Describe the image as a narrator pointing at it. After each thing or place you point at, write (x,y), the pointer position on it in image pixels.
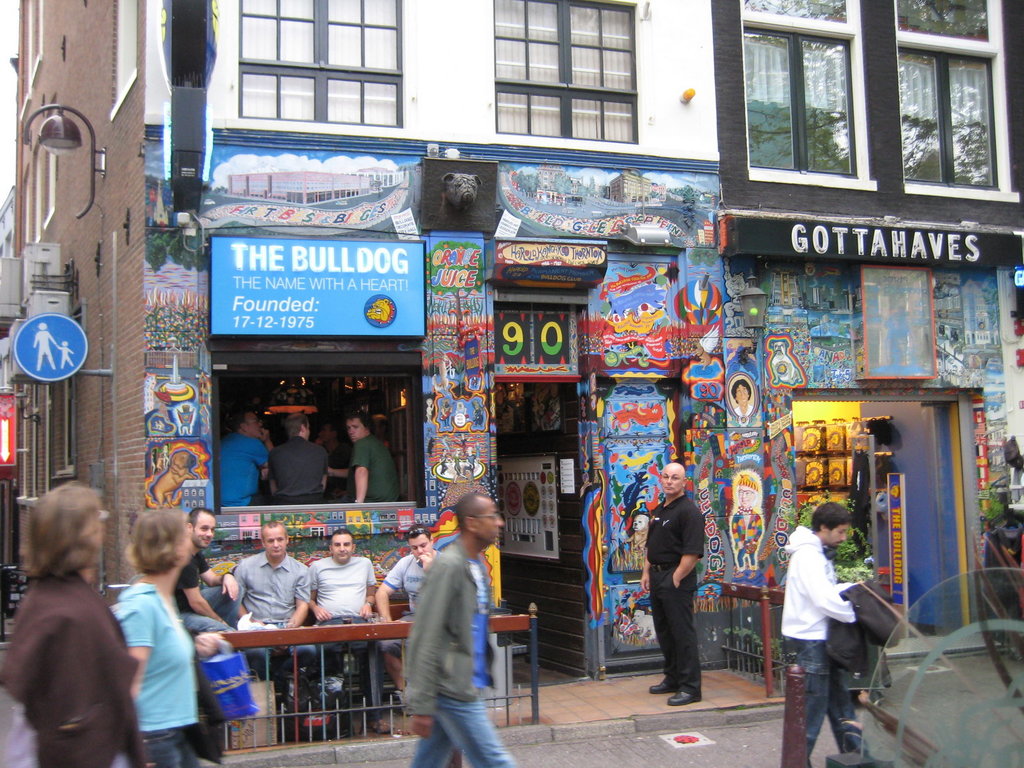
Bottom of the image (32,607) few people (437,743) are walking on the road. Behind them few people (272,615) are sitting and watching and there is a fencing (749,594). Top of the image (933,15) there are some buildings (292,134). Top left side of the image (189,181) there are some sign boards (51,335).
